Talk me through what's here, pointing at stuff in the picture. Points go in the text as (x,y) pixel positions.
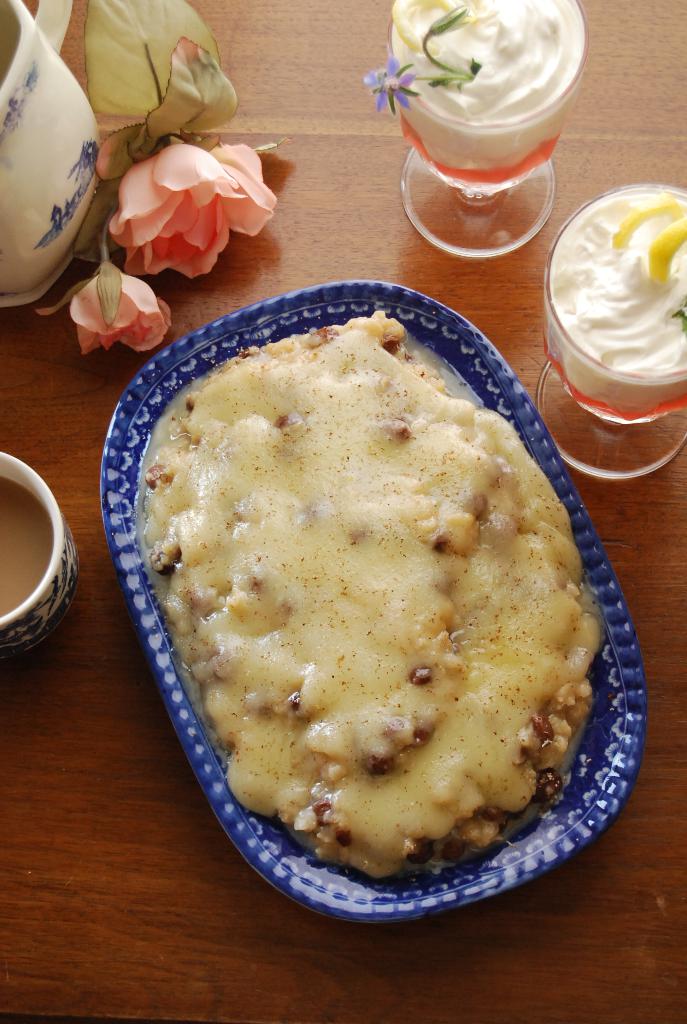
In this image, we can see the wooden surface (78,497) with some objects (198,560) like a food item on a plate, glasses (460,169), a cup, flowers (134,256). We can also see an object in the top left corner (50,14).
